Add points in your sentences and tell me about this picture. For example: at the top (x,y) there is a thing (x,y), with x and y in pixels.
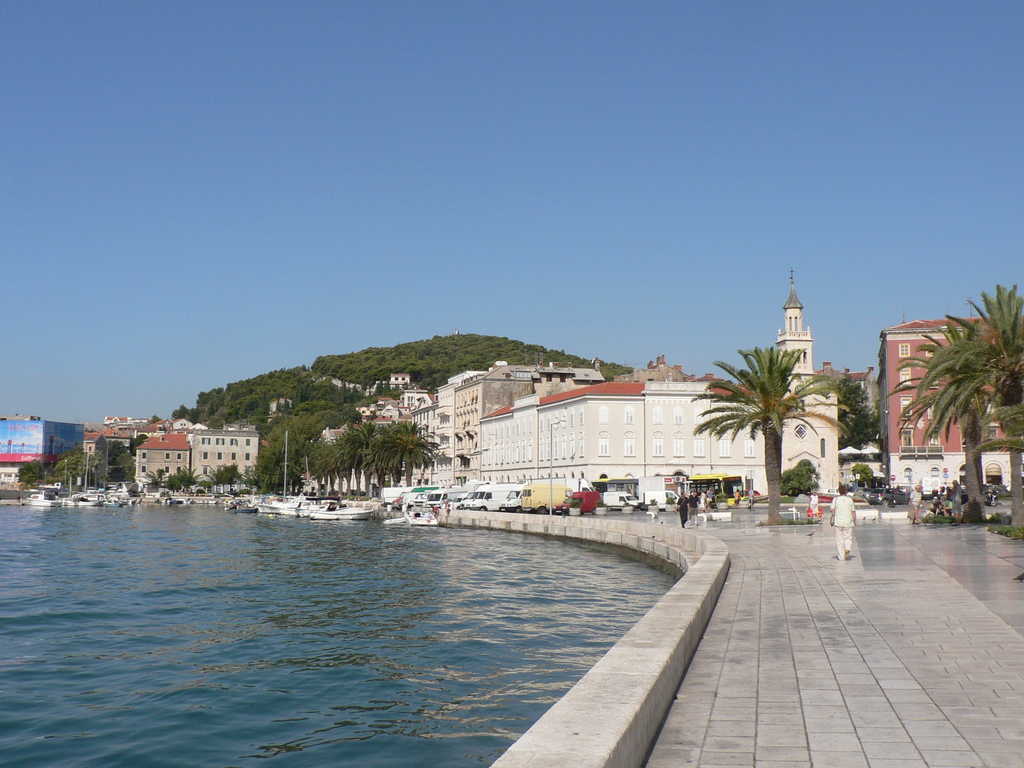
On the left side (226,540), there are boats (406,513) on the water (351,677). On the right side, there are persons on the road (861,708). In the background (973,490), there are vehicles (582,490) on the road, there are trees (853,469), buildings (925,419), a mountain (313,411) and there is a blue sky (456,195).
